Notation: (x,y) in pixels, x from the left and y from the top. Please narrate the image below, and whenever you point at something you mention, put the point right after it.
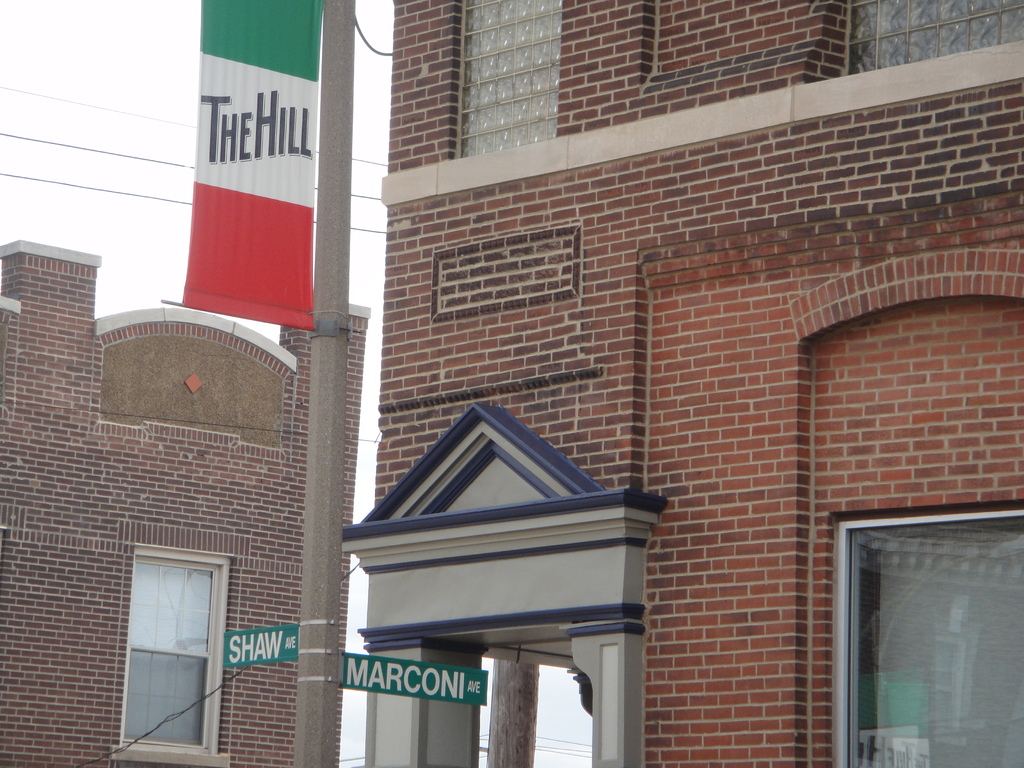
In this picture I can see buildings (78,363), cables (88,106), a banner (287,280) and name boards (291,631) to the pole (312,695), and in the background (173,204) there is sky (131,100).
